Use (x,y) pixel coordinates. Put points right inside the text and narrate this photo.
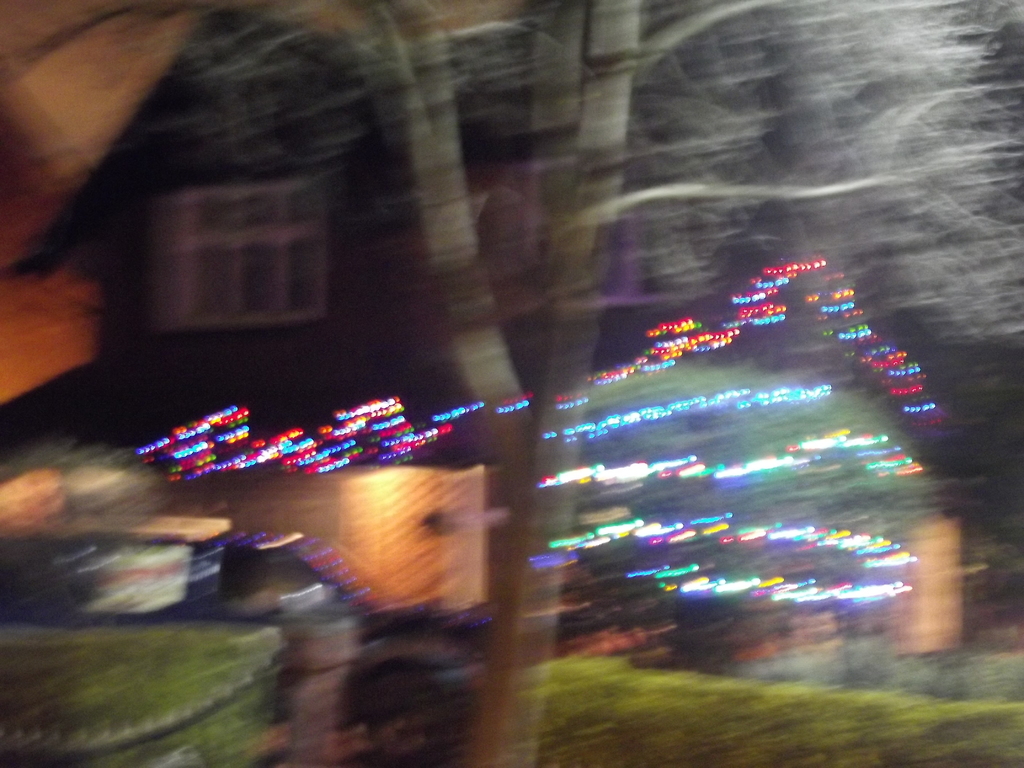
This is blur image where we can see a dry tree (570,243). Bottom right (712,748) and left of the image (187,696) plants (627,707) are there. Background of the image (236,277) house (234,241) is present.
